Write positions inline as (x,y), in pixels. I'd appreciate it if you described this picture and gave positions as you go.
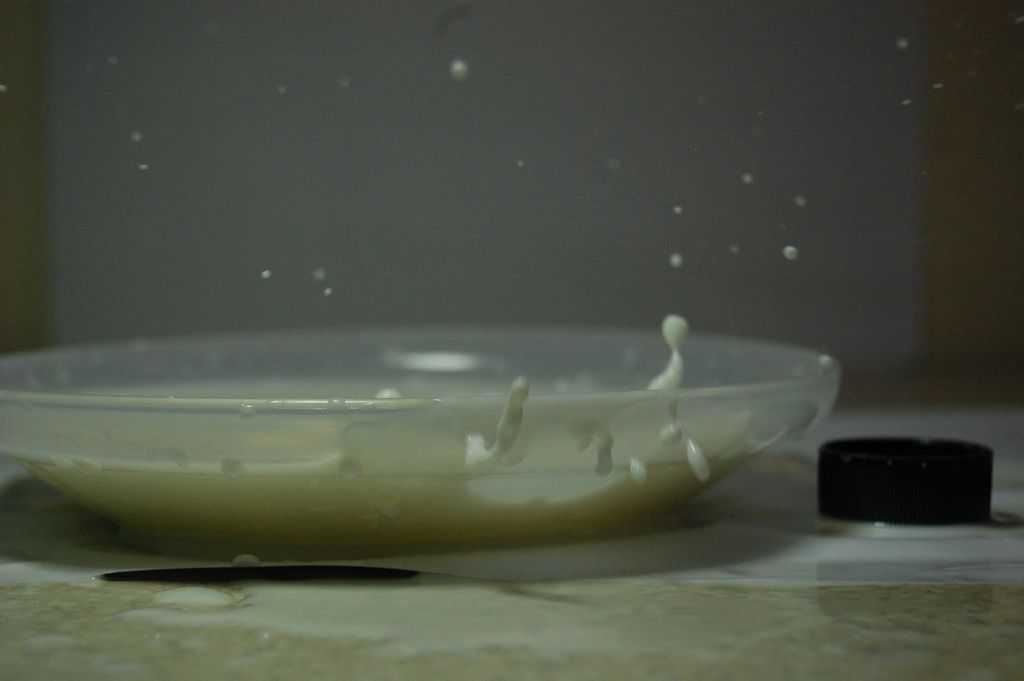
In this picture, it seems like milk (711,479) in a container (604,487) and a lid (893,444) on the surface (867,535) next to it.
